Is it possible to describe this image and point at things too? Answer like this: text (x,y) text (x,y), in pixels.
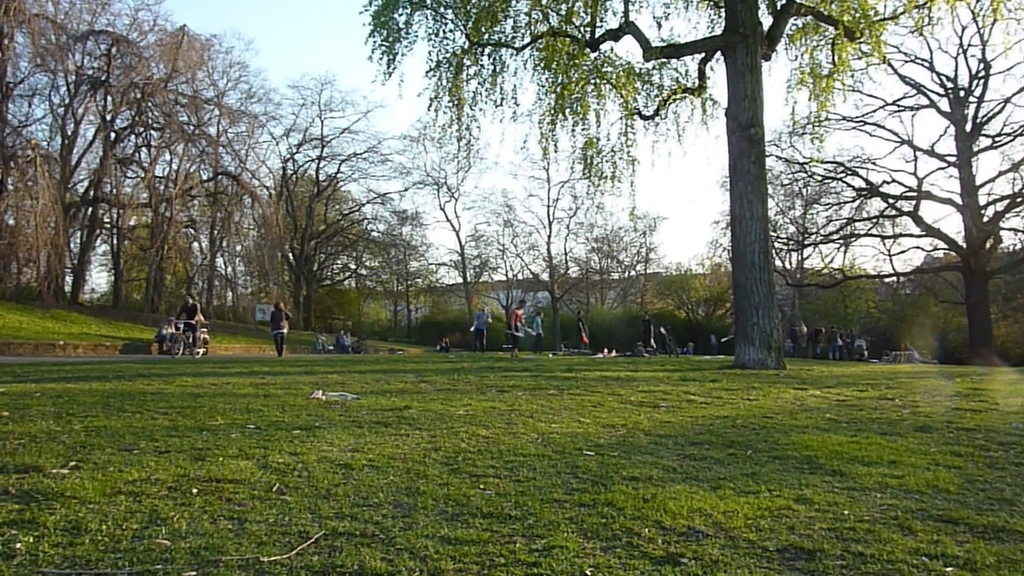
In the center of the image (669,340) some persons (587,339) are standing. In the background of the image (498,255) we can see trees (598,223) are present. At the bottom of the image (539,502) grass (519,403) is there. On the left side of the image (196,313) a man (192,306) is riding a bicycle (190,351). At the top of the image (342,27) sky (323,33) is there. In the middle of the image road (17,361) is present.
